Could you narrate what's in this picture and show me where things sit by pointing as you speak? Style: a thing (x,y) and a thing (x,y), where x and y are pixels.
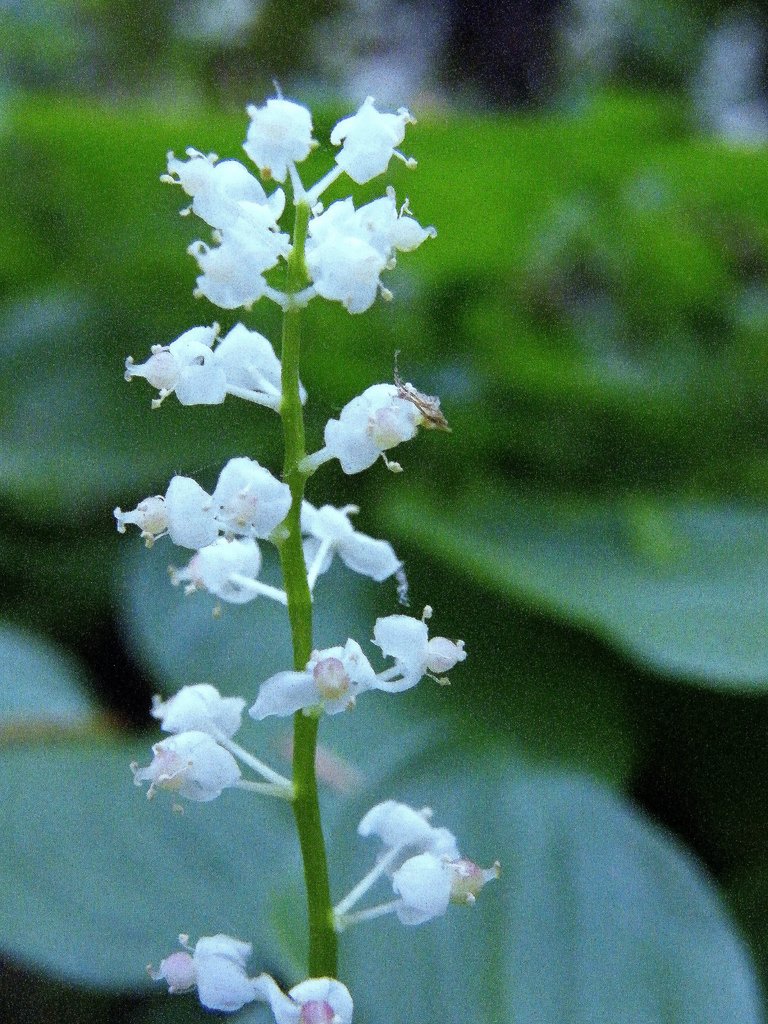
In this image we can see flowers (263,140) to the stem (301,645).
